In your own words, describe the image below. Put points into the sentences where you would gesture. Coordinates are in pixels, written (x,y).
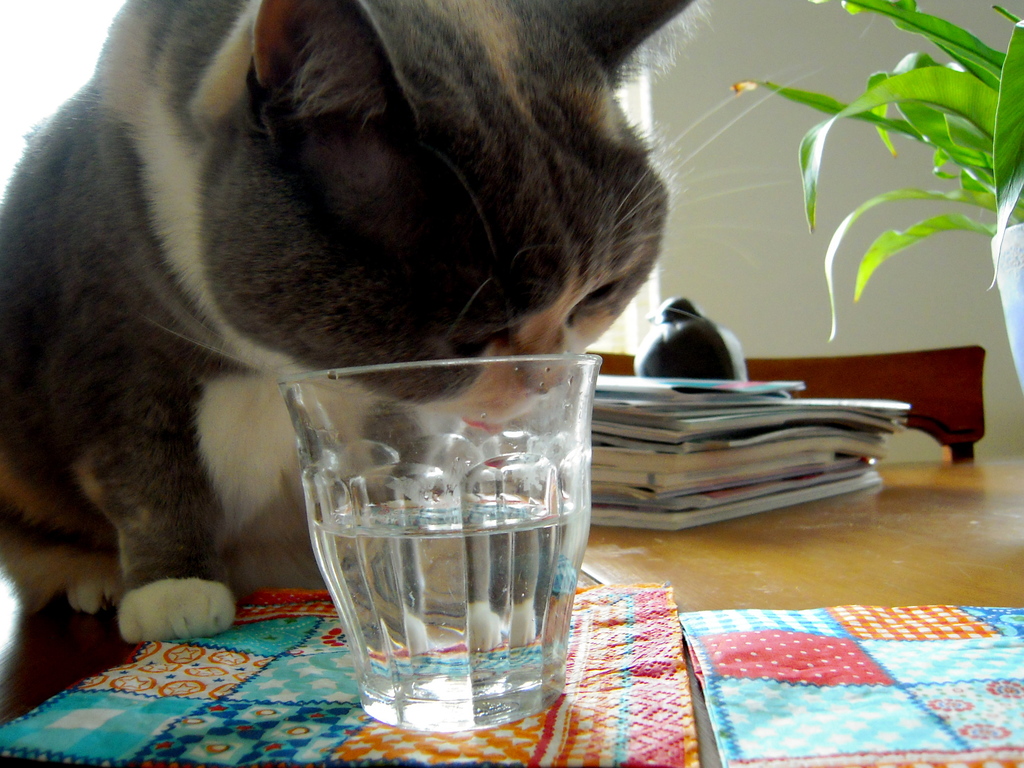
In the image there is a cat (309,319) sitting on table (104,649), on table (104,666) we can see a cloth (171,672), water glass (426,560), books (651,409) on right side (1005,135) there is a chair (923,356), flower pot (1013,265), plant (1005,119) and background (831,32) there is a wall (794,23) which is in white color.
